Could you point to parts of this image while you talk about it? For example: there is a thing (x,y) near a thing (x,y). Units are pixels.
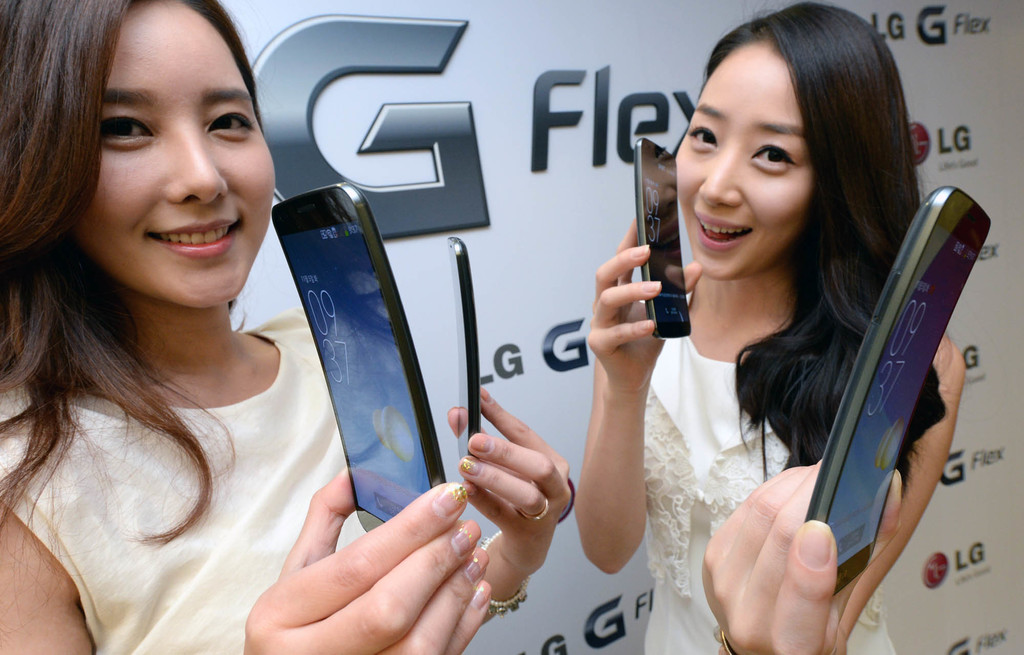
In this image I see two women (34,19) who are standing and they are holding phones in their hands (508,582), I can also see that both of them are smiling and they are wearing a white dress (11,408). In the background (1020,635) I see the board (1023,616).
